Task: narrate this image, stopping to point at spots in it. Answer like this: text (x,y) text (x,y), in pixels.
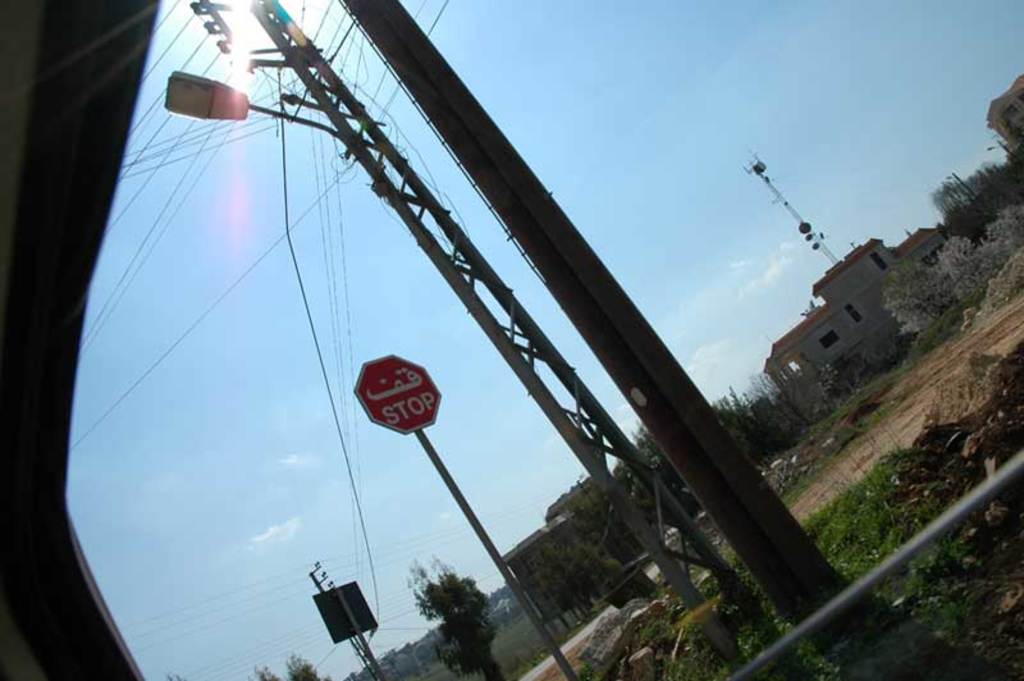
In this image there are sign boards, poles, power line cable (161,238), trees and buildings (859,265) and stones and road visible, in the middle (352,357) I can see the sky (710,38) and sun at the top (382,92).
